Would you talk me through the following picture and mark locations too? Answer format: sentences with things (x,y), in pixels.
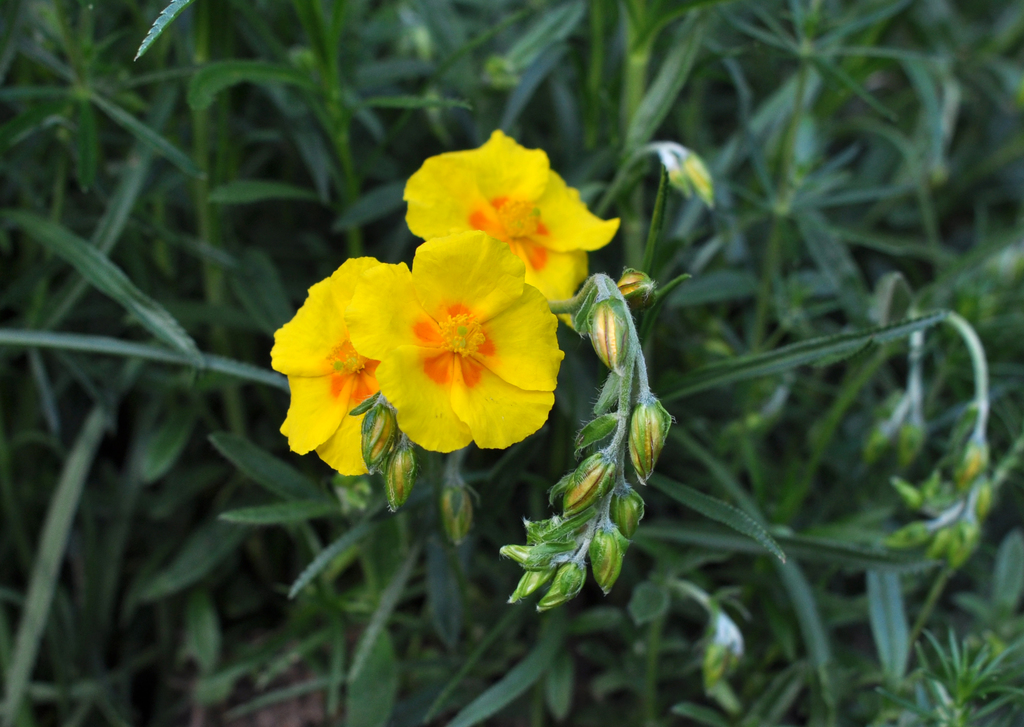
In the picture there is a plant (463,317) and there are three yellow flowers (454,294) and few buds (609,302) to the plant (615,388).
